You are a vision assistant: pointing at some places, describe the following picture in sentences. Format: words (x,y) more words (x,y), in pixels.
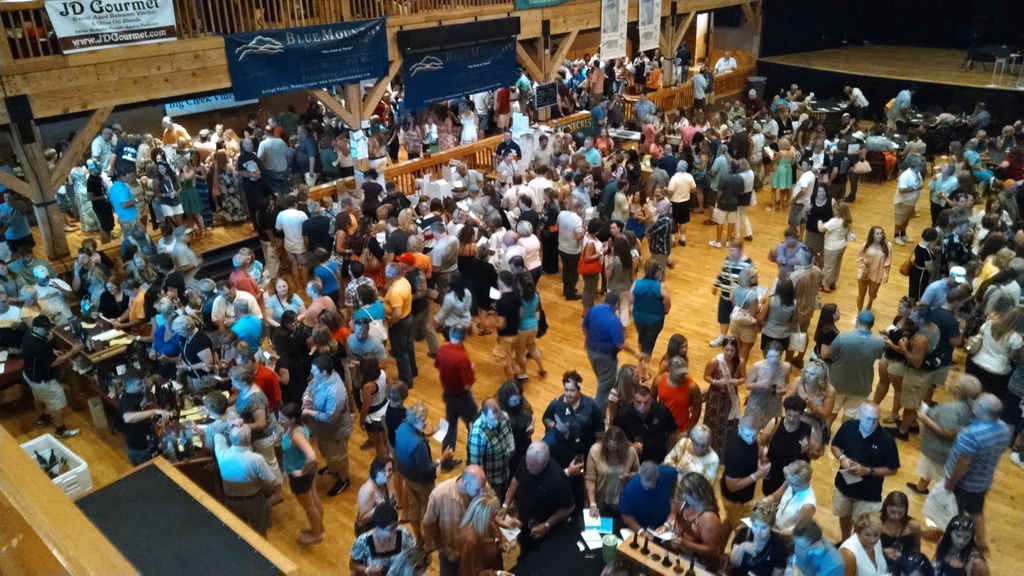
In the image there are many people (613,211) standing. At the top of the image (420,85) there is a railing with posters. And also there is a stage (877,81).
